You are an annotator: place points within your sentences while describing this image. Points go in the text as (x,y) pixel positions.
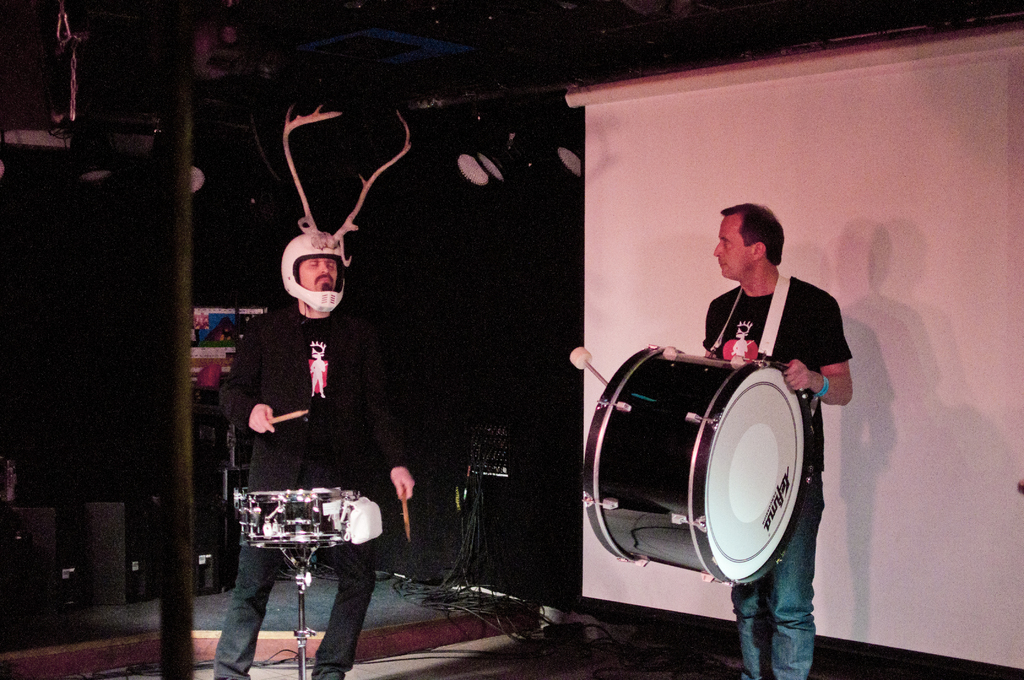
Two men (304,307) are playing drums (276,514).
